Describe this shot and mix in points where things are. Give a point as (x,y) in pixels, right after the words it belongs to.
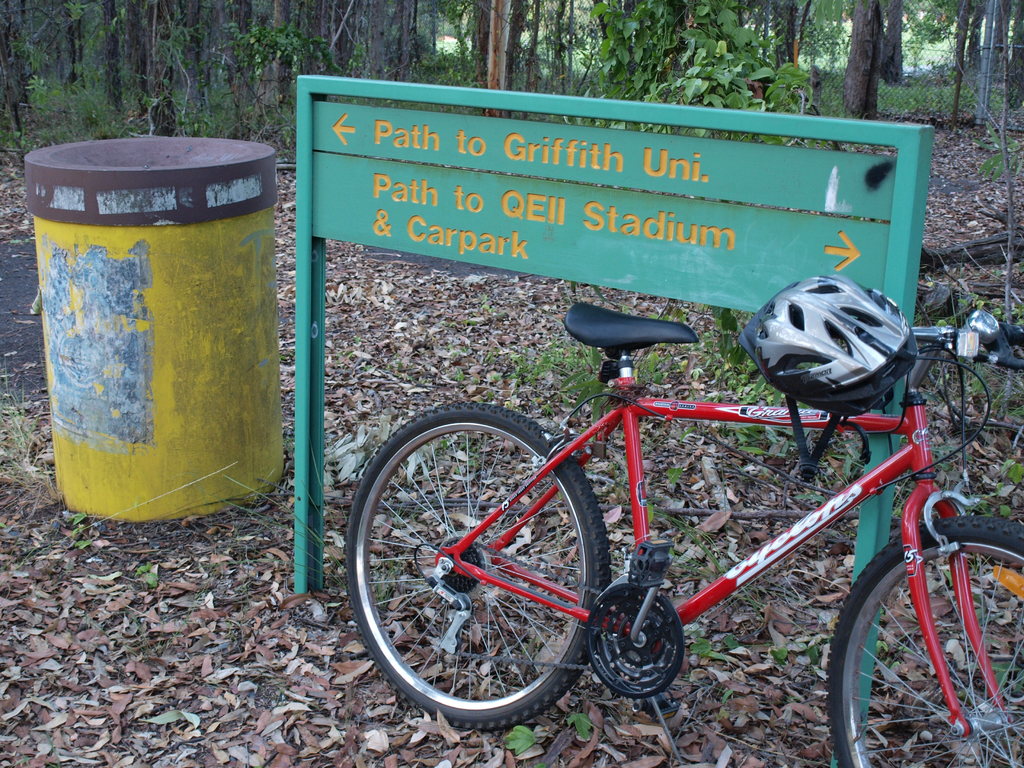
In this image there are trees (588,25) towards the top of the image (872,69), there is a fence (920,59) towards the right of the image (919,42), there is a board (407,127), there is text (560,202) on the board (543,189), there is a bicycle (638,502) towards the bottom of the image (388,673), there is a helmet (846,299), there is ground (660,539) towards the bottom of the image (354,650), there are dried leaves (442,628) on the ground (447,356), there are objects (220,304) on the ground (394,328).
